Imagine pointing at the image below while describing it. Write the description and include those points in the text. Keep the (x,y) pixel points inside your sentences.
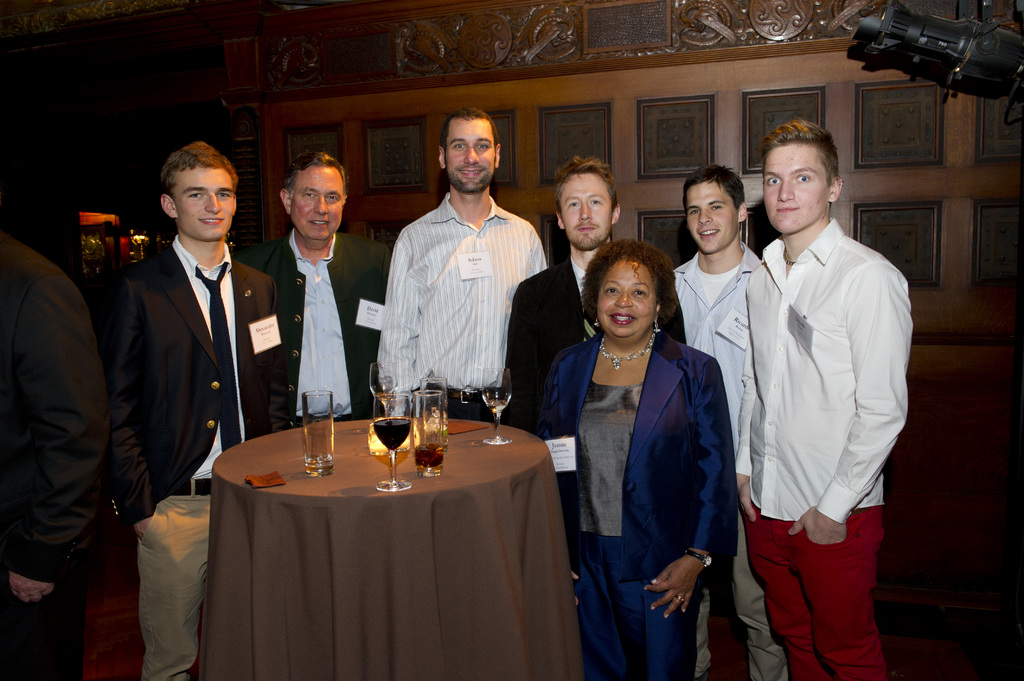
There are many people (334,309) standing around a table (359,462) on which a wine glasses (385,423) were placed. There are men (556,350) and women (656,353) in this group (638,368). In the background (422,101) there is a wall (492,107).
